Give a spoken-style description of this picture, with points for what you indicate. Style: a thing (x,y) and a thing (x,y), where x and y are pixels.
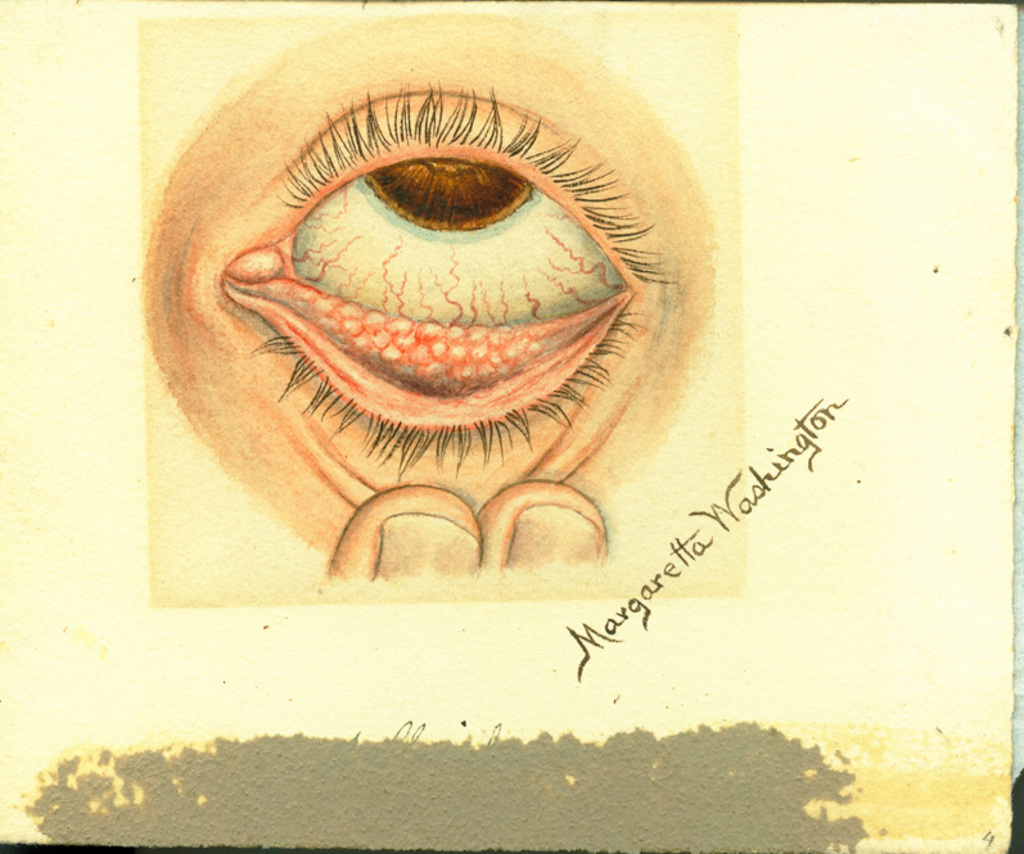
In this picture there is a poster (690,543) which is kept on the table (1022,650). In that poster (381,82) we can see a person's eye (249,281) and fingers (496,535), beside that we can see person's name (814,421).
